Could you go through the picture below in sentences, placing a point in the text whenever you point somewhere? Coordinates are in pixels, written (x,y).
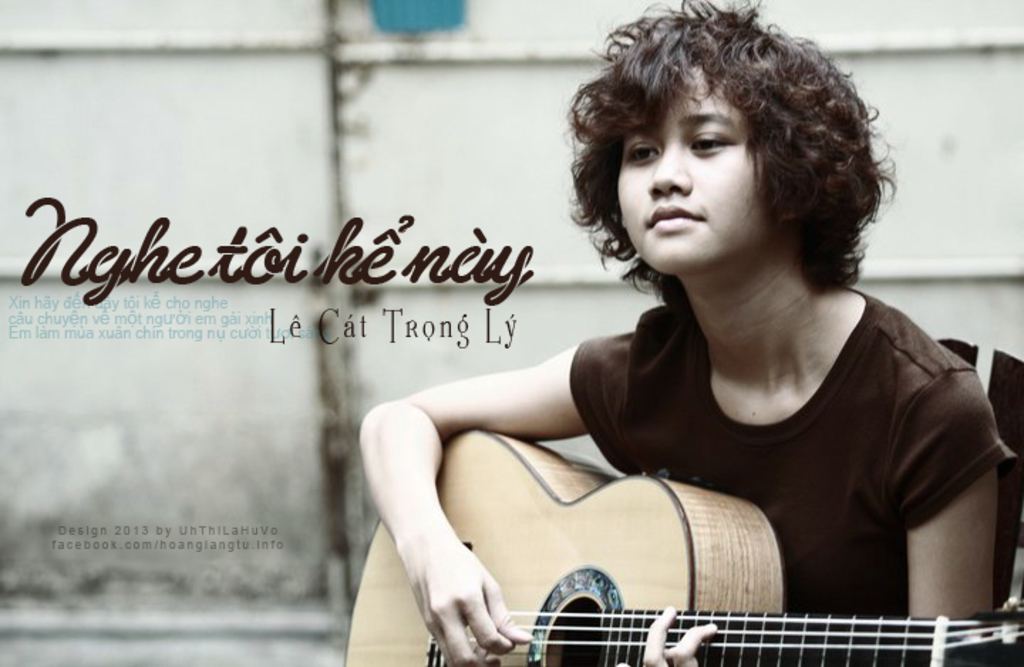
In this picture, In the right side (949,428) there is a person (914,360) sitting and holding a music instrument (582,569) which is in yellow color, In the background (439,116) there is a white color wall (265,112).
